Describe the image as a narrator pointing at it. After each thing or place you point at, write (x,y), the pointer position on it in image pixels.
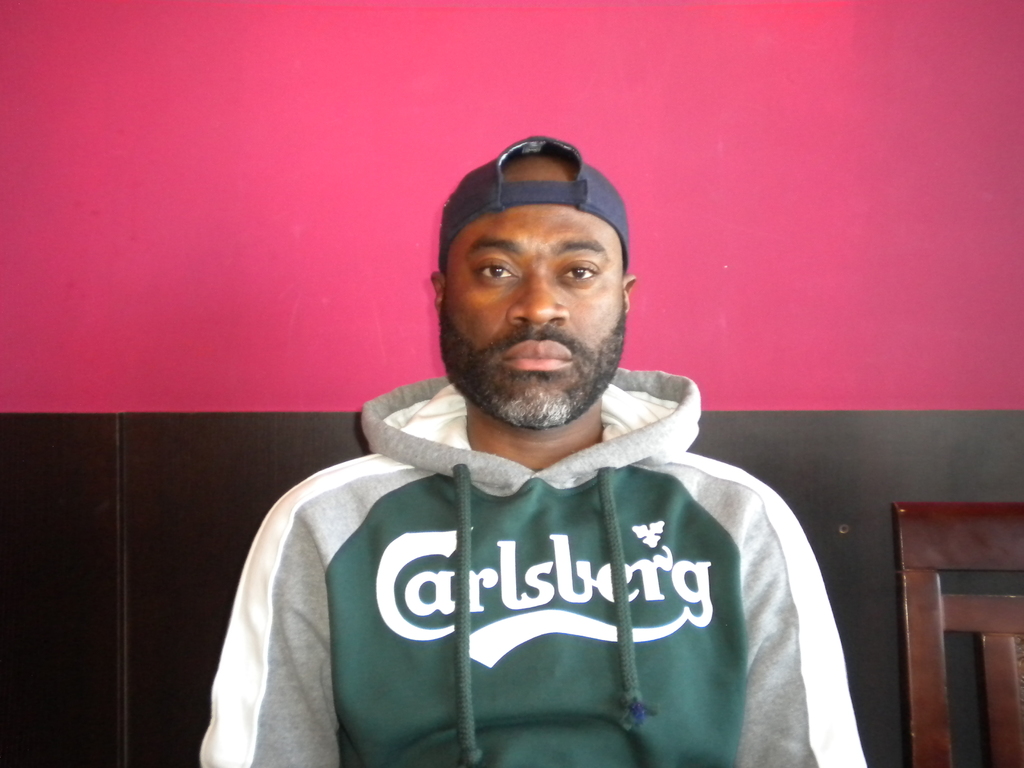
In the image there is a man (678,667) with a cap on his head (502,196). Behind him there is a wall (791,262) which is in pink and black color. In the bottom right corner of the image (920,608) there is a chair (932,594).
